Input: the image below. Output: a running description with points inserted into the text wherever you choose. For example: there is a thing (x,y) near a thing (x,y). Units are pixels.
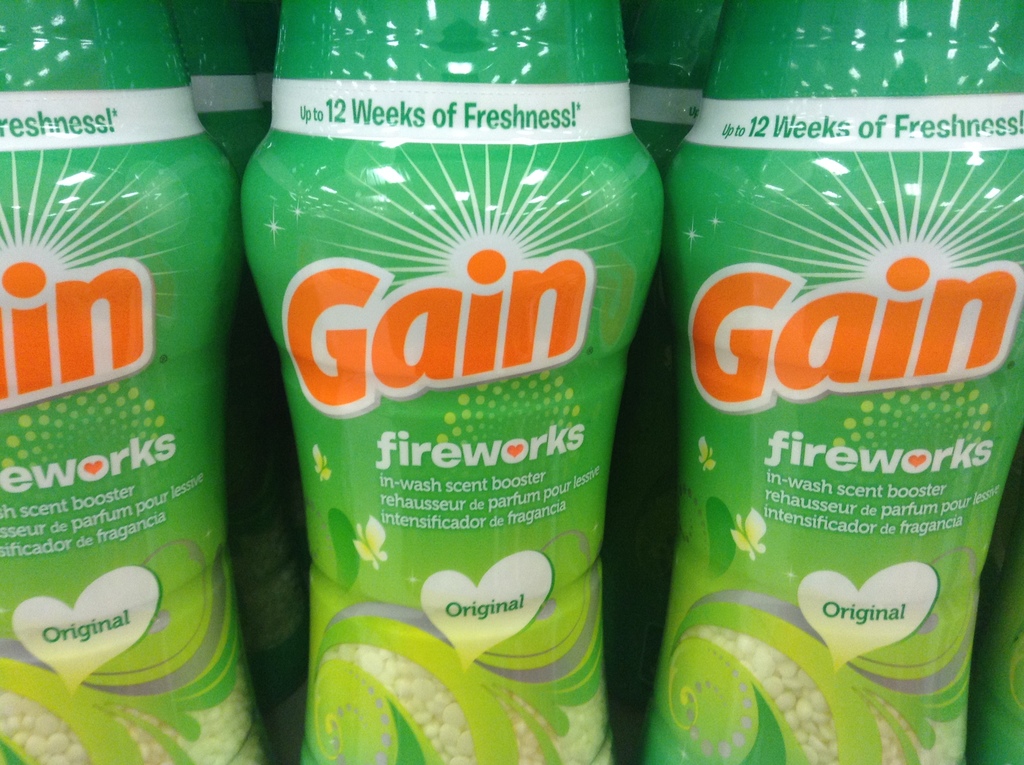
Here these are the laundry bottles (763,410) and there is a sticker (673,594) on each bottle (543,559) Gain fireworks scent booster.
